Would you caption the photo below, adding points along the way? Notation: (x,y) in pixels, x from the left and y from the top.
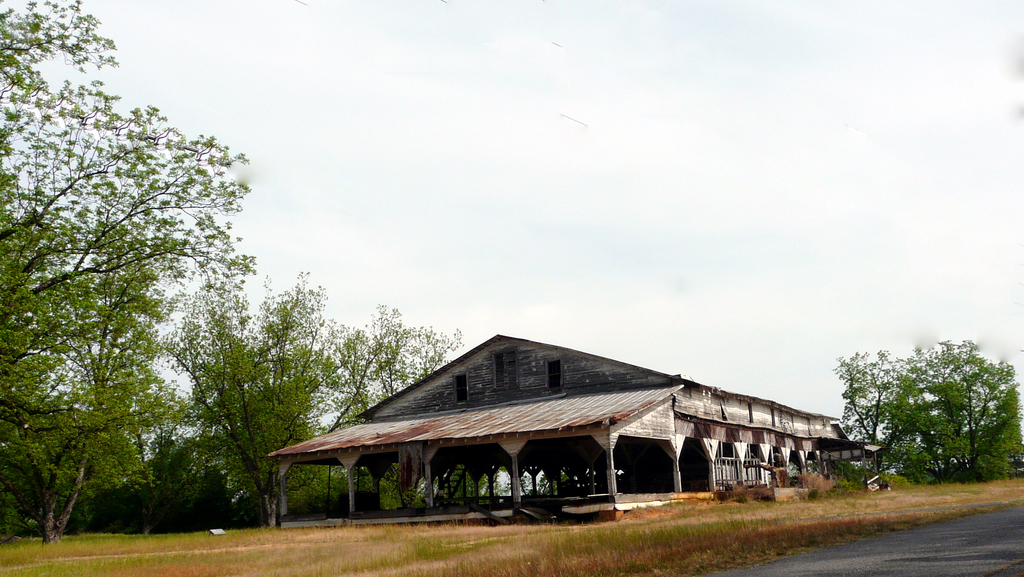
In this image we can see a wooden shed (648,431), grass (902,506), trees (958,404), road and sky (569,167) with clouds (540,196).
